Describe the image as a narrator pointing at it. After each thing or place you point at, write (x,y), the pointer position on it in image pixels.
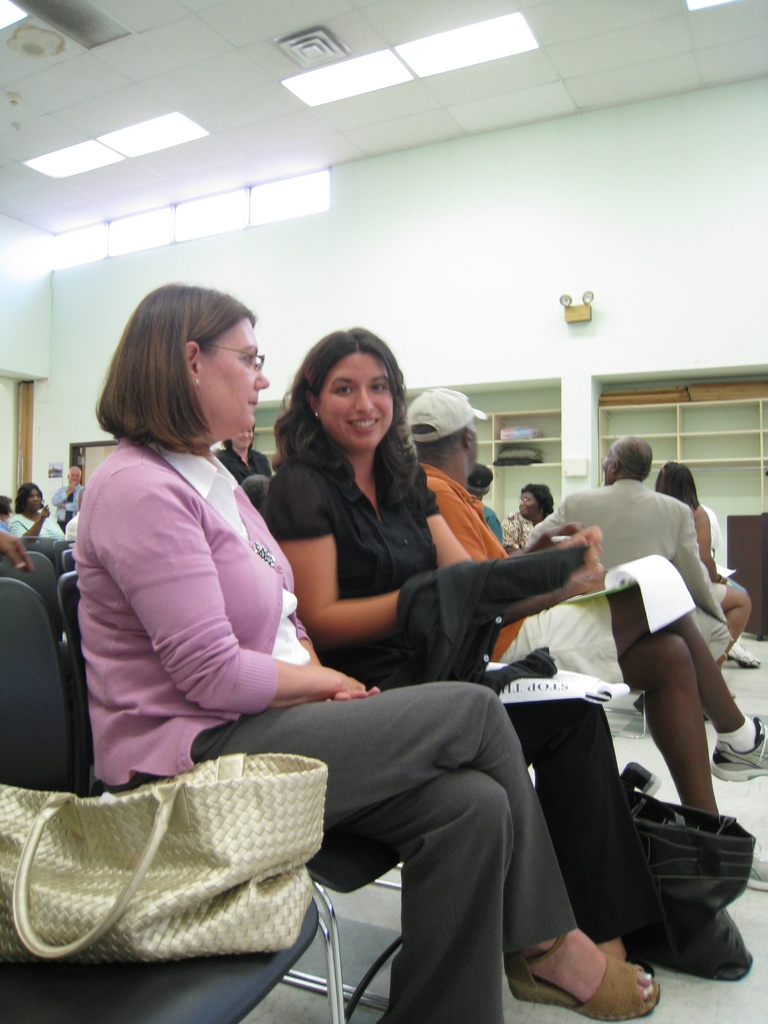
This is looking like a hall (735,679). Here I can see few people (301,712) are sitting on the chairs (78,671). In the foreground (388,585), I can see two women (267,585) are sitting, beside there is a bag (201,829) on one chair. One woman (361,437) is smiling and giving pose for the picture. She is holding black color cloth (462,592) in hand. In the background (613,424), I can see some racks (631,410) to the wall (473,285). On the top (158,138) I can see the lights (430,45).
